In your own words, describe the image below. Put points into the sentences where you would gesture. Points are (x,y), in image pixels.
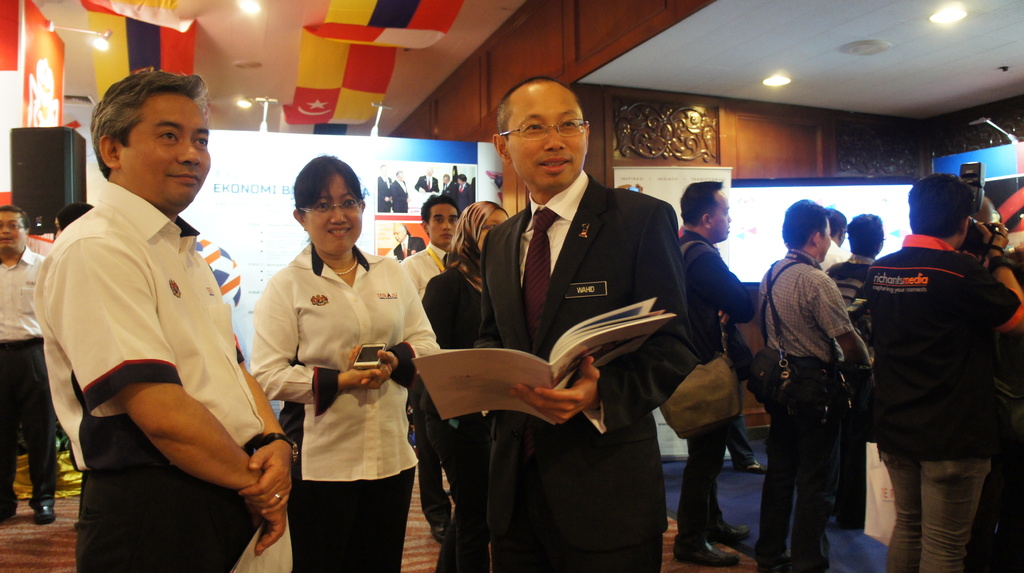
In this image we can see a few people (705,455), among them, some people (547,425) are holding the objects (485,401), also we can see a screen (833,192), board (412,210), speaker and a poster (394,218) with some text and images (441,197), at the top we can see some lights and flags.
